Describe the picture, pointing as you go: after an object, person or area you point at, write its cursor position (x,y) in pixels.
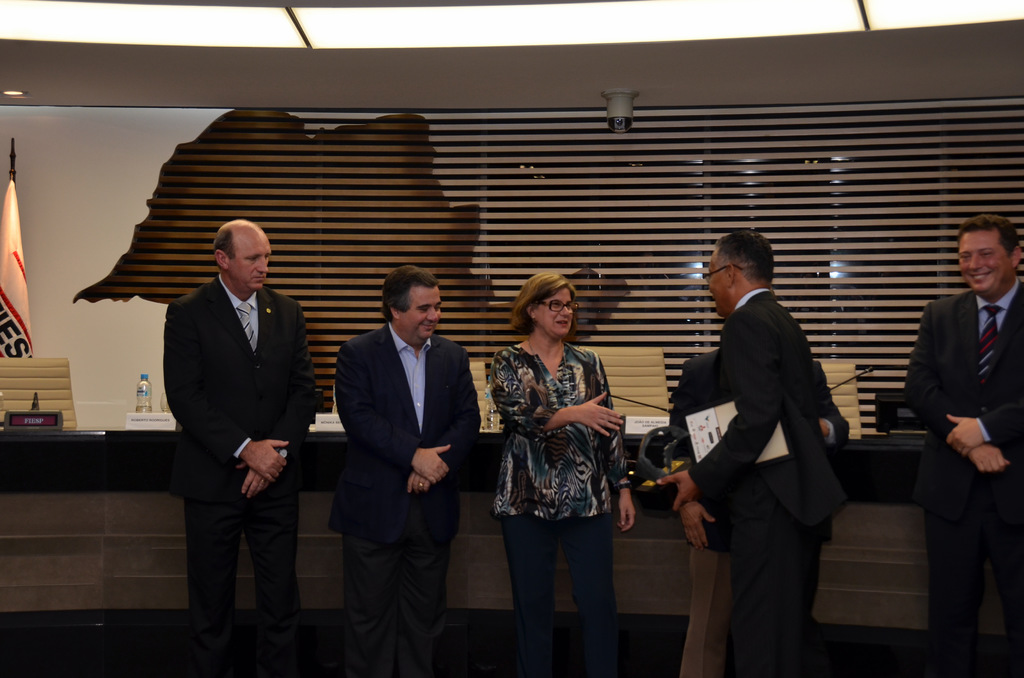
In this image we can see people (442,477) standing on the floor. In the background (90,454) there is a table (84,441) and on the table (319,427) there are name boards (155,415), disposable bottles (146,387) and mics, chairs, flags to the flag posts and blinds (403,181).
